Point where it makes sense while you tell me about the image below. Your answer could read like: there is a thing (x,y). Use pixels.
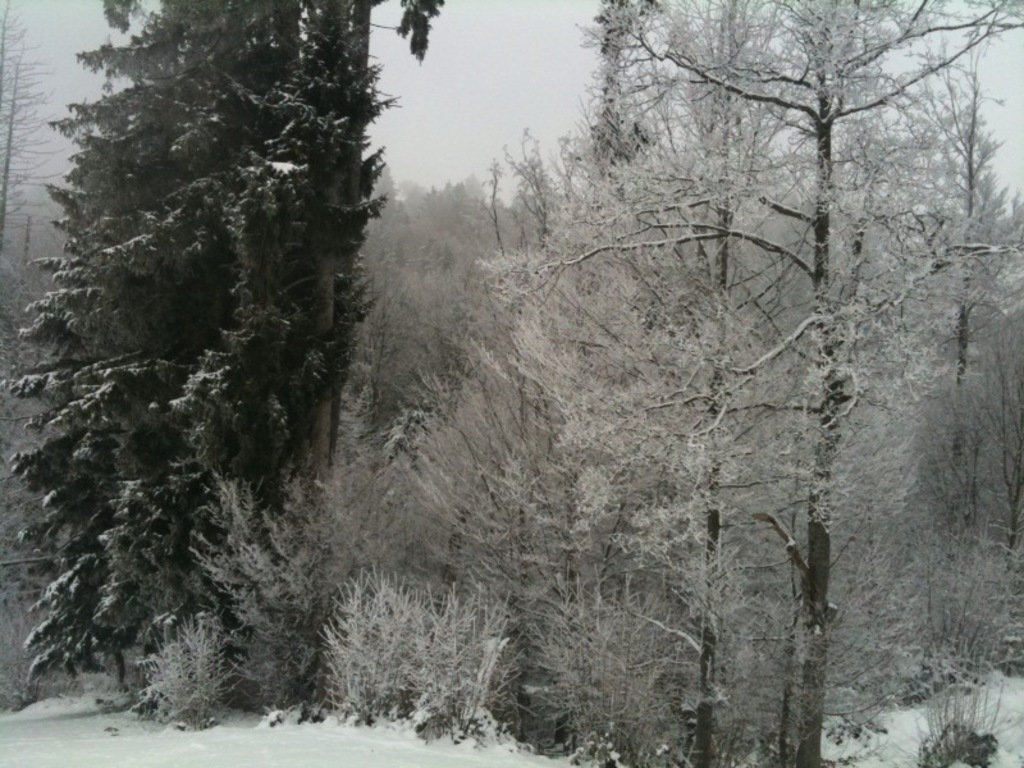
This is a black and white image where we can see trees (90,598), snow (150,725) on the ground (55,762) and the sky (477,149) in the background (518,143).
